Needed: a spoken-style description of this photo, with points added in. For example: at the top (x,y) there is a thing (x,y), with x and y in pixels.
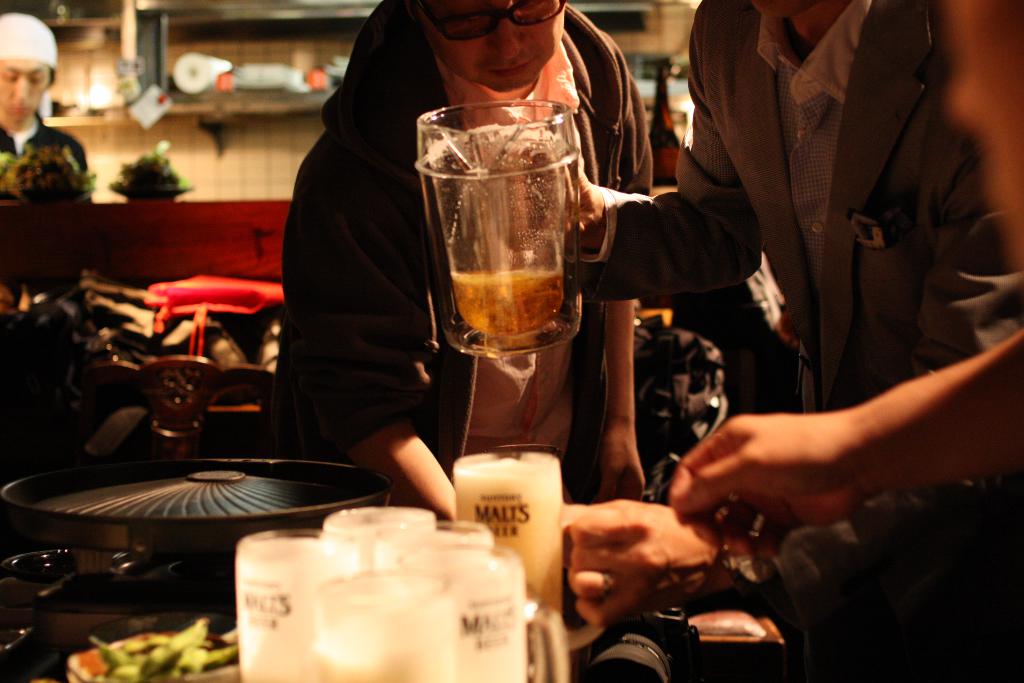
There are two persons (784,181) holding a beer pitcher (507,239) and a beer mug (533,479) and there is another person (14,35) in the left corner (27,117).
